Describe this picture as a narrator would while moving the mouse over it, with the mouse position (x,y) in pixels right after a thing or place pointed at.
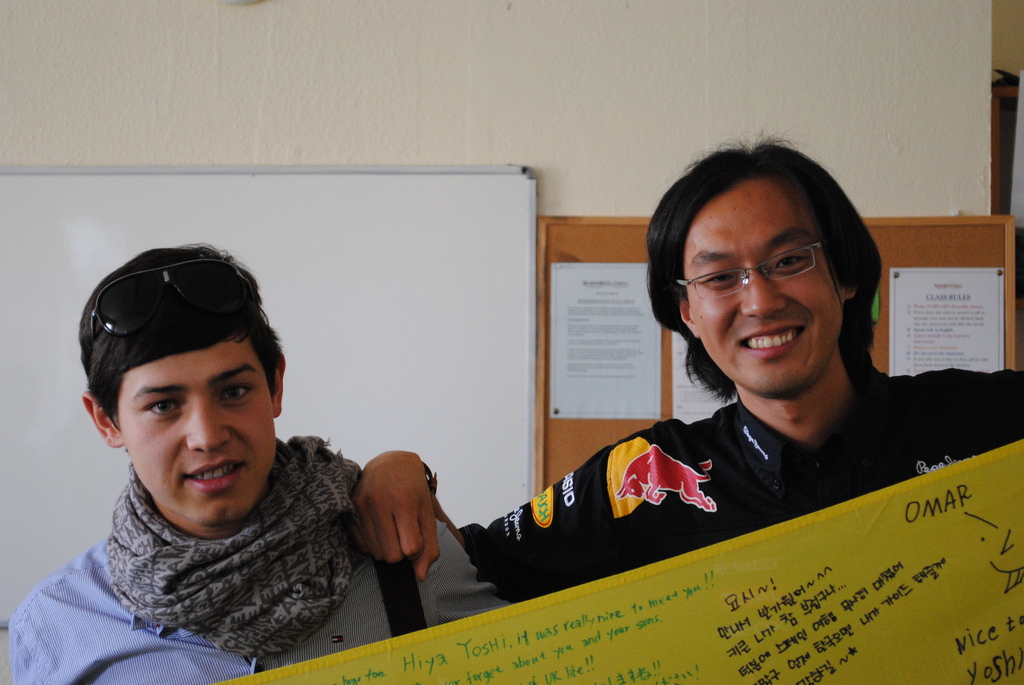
There is a person (858,323) in black color shirt (897,410) smiling and placing one hand (374,479) on the shoulder (374,580) of the other person (280,409) who is smiling. In front of them, there is a banner (716,613) which is yellow in color. In the background (329,251), there is a white color board (369,281) and a brown color board (596,443) on which, there are posters (931,349) attached and there is white wall (603,64).
